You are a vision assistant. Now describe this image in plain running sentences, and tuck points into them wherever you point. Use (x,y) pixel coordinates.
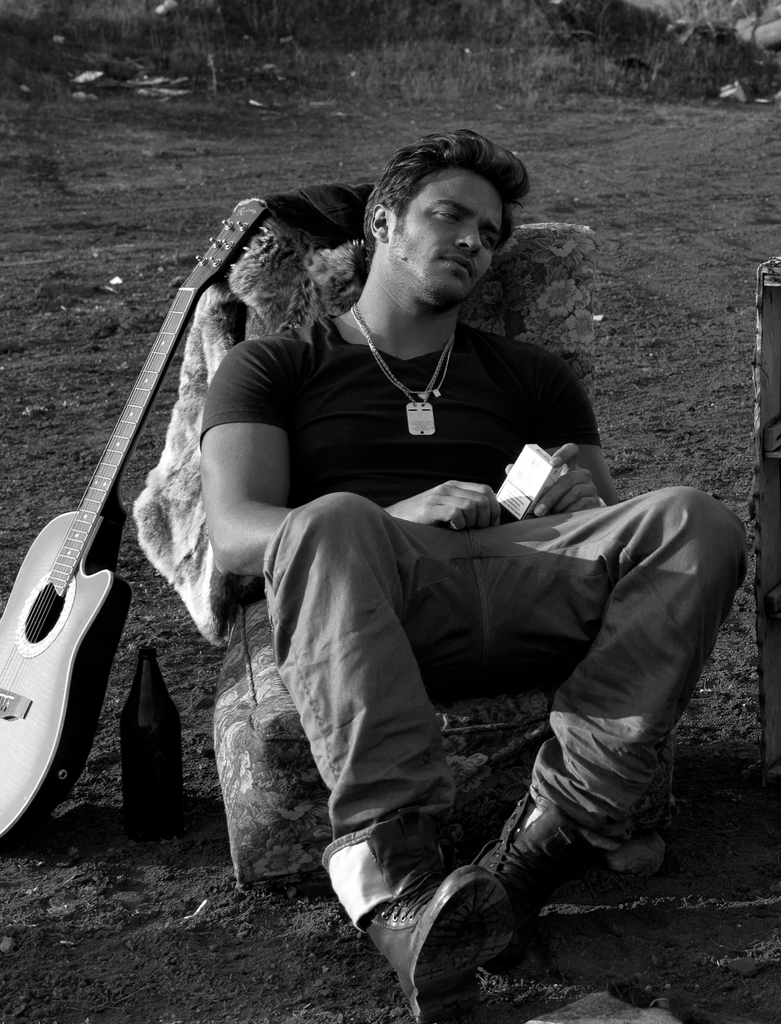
In this image I see man (482,416) who is sitting and there is a guitar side to him and in his hands (575,480) there is a box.
